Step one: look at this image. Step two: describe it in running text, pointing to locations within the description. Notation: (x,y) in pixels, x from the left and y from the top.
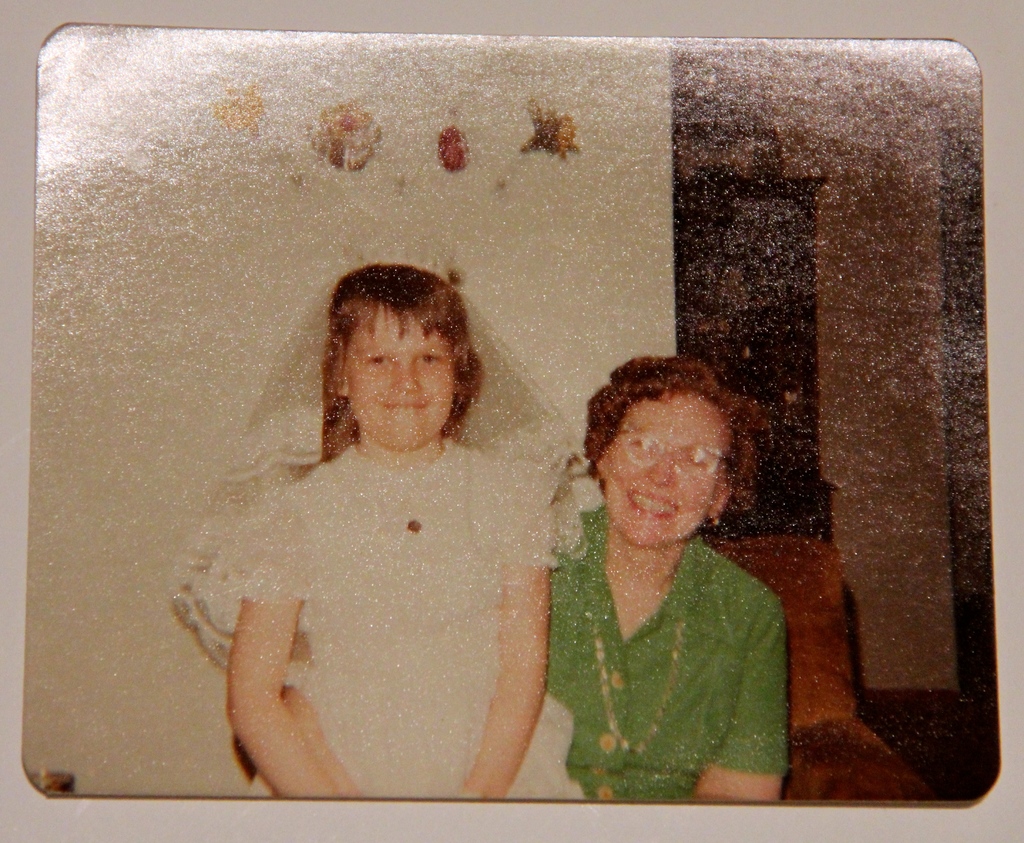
Here I can see a photo frame (294,523) is attached to a wall (270,819). In the photo frame (209,455) I can see a woman (592,522) and a girl (360,552) are smiling and giving pose for the picture. At the back of these people (385,264) there is a wall (546,207) and cupboard (742,234).
